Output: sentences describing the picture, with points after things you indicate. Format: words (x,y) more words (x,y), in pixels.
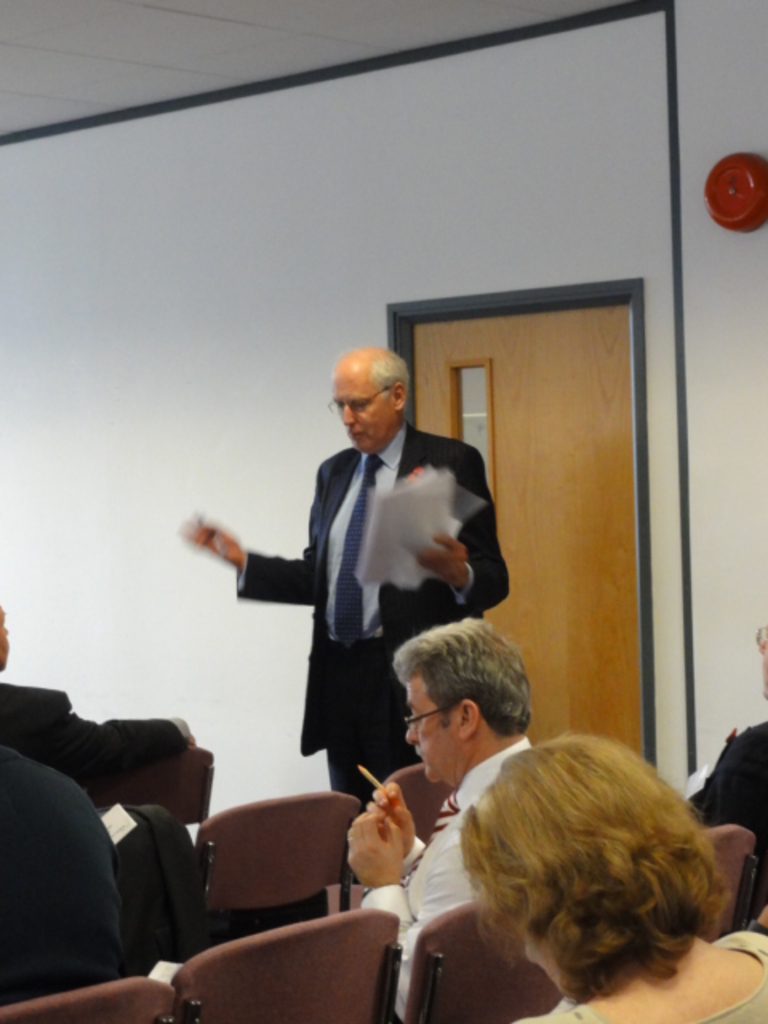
Few persons (443,708) are sitting on the chairs (260,951) and this person (376,749) standing and holding papers (426,526). On the background (328,194) we can see wall (387,239), door (555,570).
